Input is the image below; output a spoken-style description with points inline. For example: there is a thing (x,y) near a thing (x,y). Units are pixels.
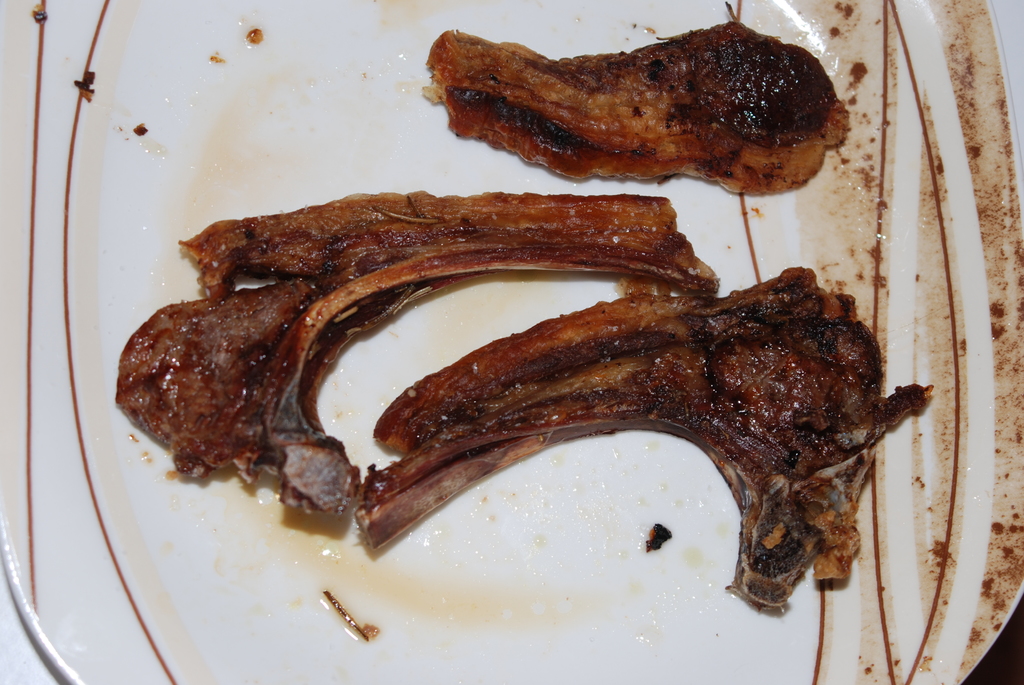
In the picture I can see food items (554,411) in a white color plate (356,541).
